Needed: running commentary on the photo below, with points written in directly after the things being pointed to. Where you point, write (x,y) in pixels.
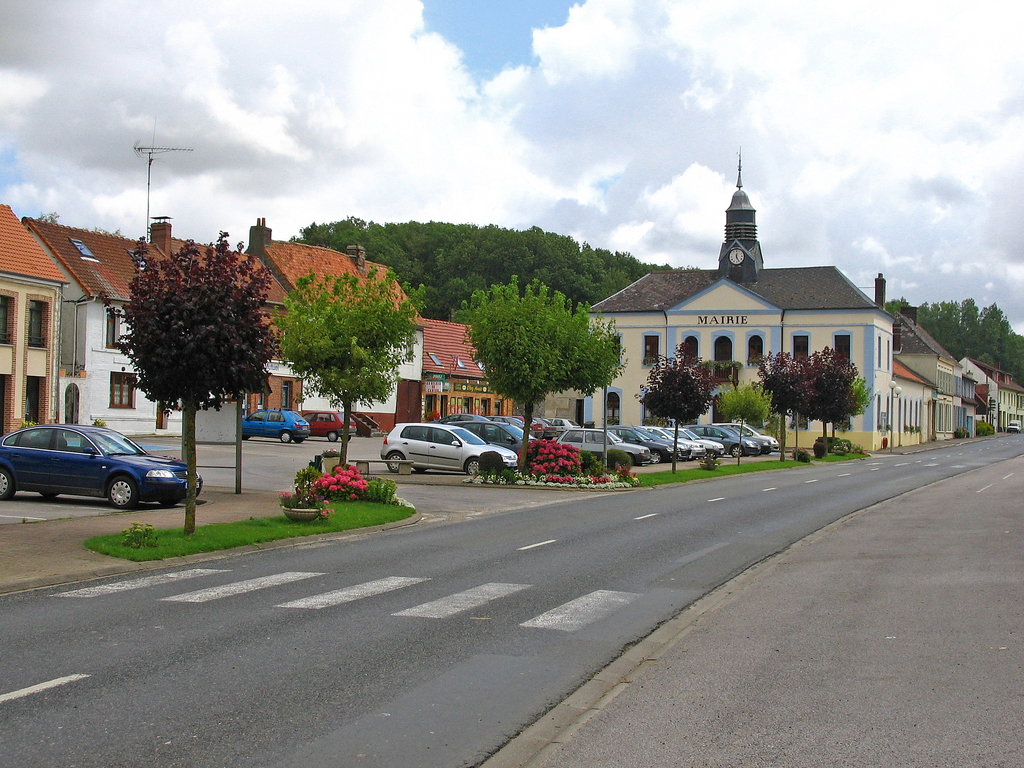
In this image we can see the buildings (632,351), in front of the buildings (471,404) there are cars (505,434), flowers (488,474), trees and grass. In the background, we can see the sky (572,95).
